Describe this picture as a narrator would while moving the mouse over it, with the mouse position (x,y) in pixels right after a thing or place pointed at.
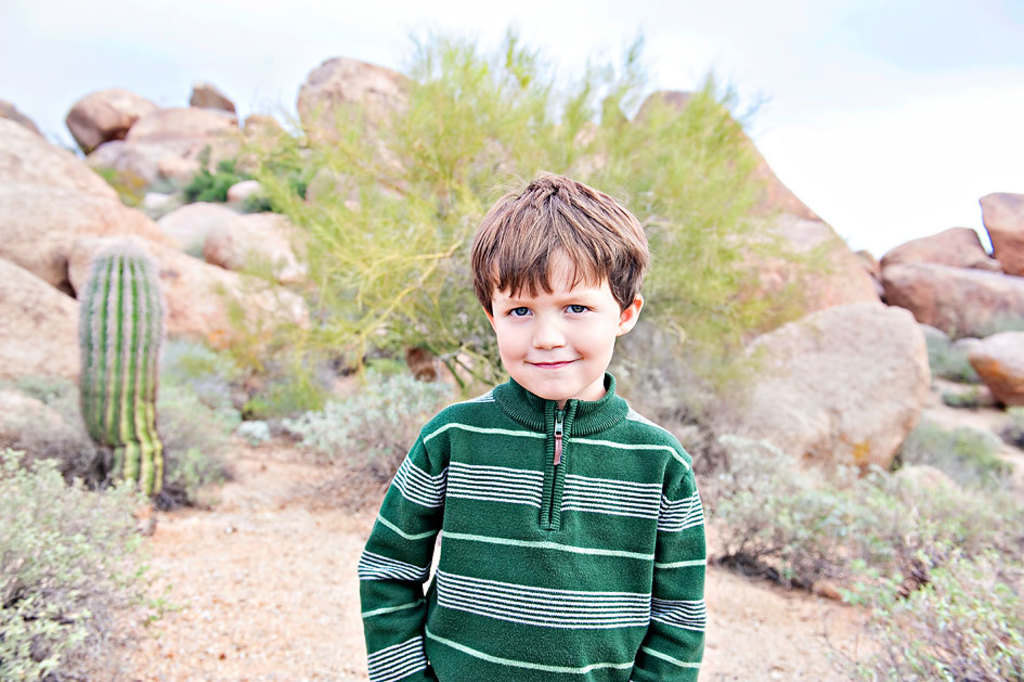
There is a small boy (605,578) in the center of the image (626,445) and there are plants (211,182), stones (806,267) and sky (832,134) in the background area (541,102).
